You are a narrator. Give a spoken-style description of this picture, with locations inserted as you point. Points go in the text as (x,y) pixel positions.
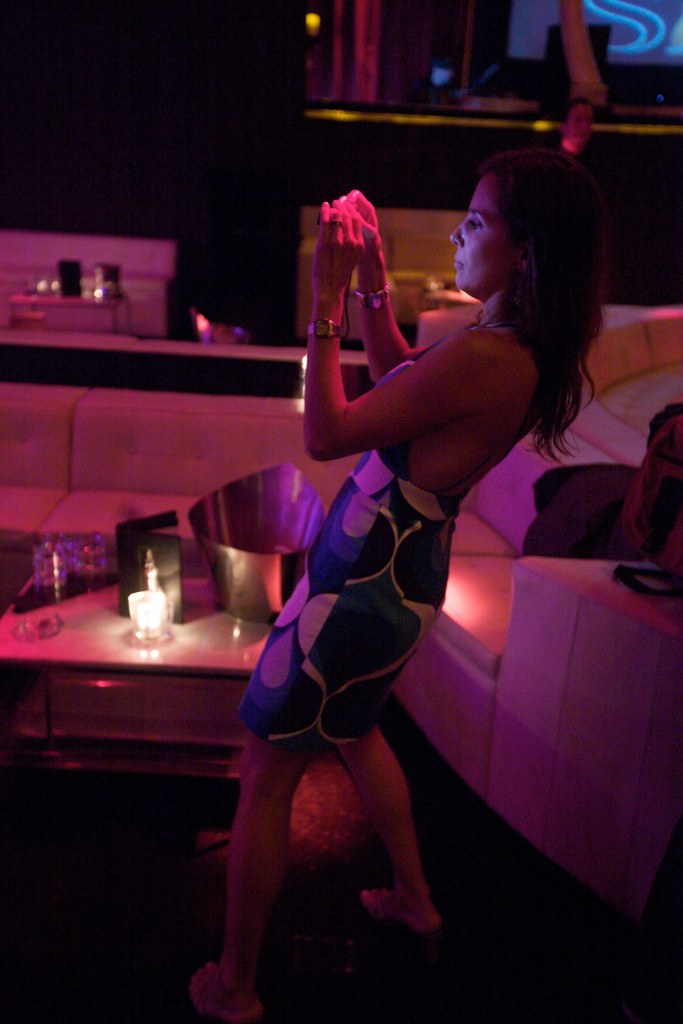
In the center of the image (364,666) we can see a lady (343,742) standing. On the right (533,715) there is a sofa (548,716) and we can see a bag (677,548) placed on the sofa (596,671). At the bottom (27,736) there is a stand (142,721) and we can see a jug (242,618) and candles (135,596) placed on the stand (131,733). In the background (166,204) there is a wall (157,212) and a wall frame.
